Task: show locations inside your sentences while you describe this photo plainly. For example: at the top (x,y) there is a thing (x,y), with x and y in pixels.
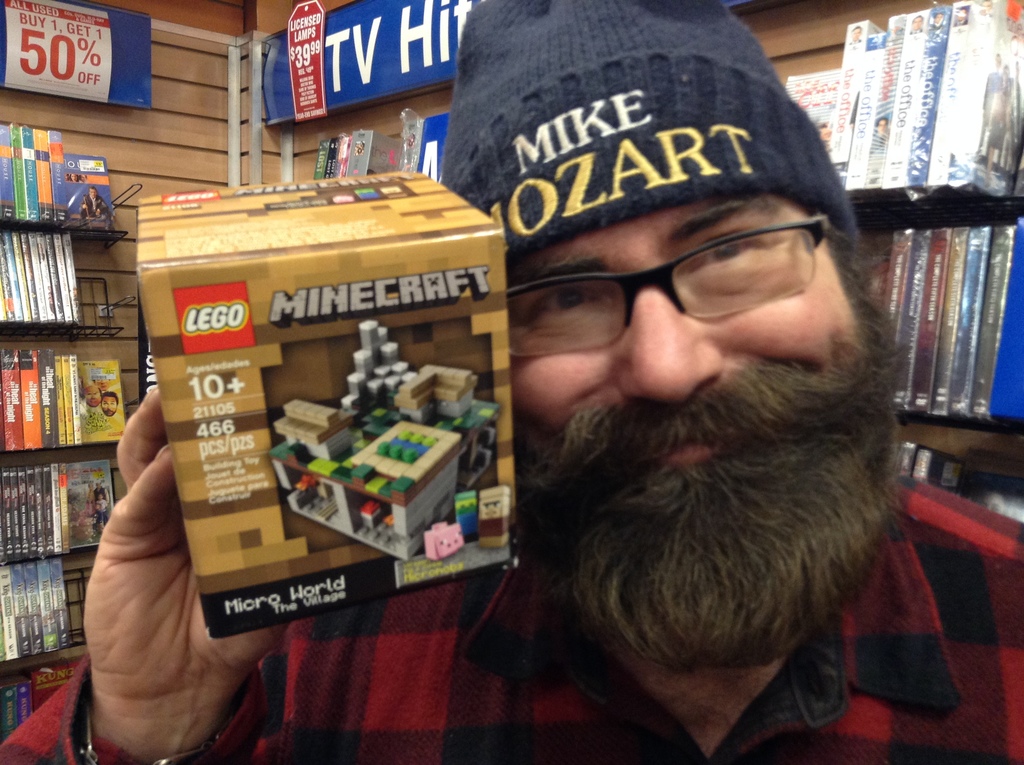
This picture is indoor picture Here we can see a man (780,519) with beard (768,545) and he is holding some box (272,358) in his hand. On the background of the picture (985,85) we can see a rack (1007,457) in which there are few books (956,162). we can also see a board (62,81) stating "50% off". Here we can see a rack (78,604) which is black in colour and all the books (70,404) are arranged in a serial manner. This man (421,700) is wearing a checked shirt (483,696) which is red and black in colour. He wore a cap (647,129) which is black in colour.
